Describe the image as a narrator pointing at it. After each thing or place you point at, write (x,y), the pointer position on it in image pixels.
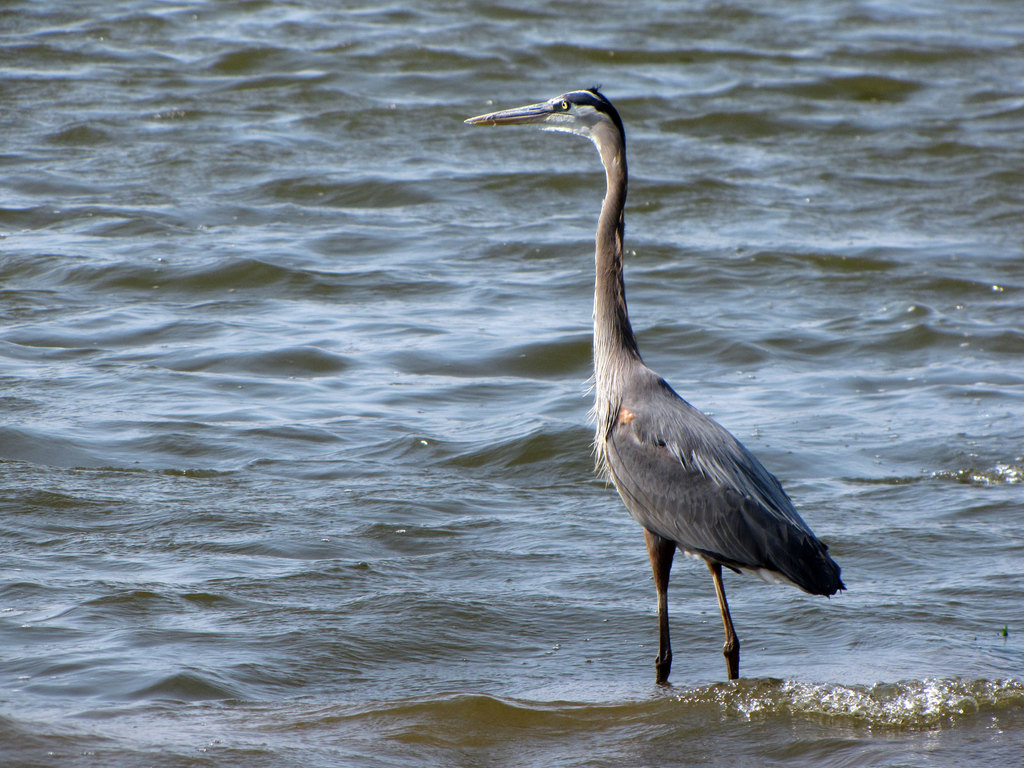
In this image I can see the bird (774,503) in the water (813,525) and the bird (784,511) is in gray and white color.
